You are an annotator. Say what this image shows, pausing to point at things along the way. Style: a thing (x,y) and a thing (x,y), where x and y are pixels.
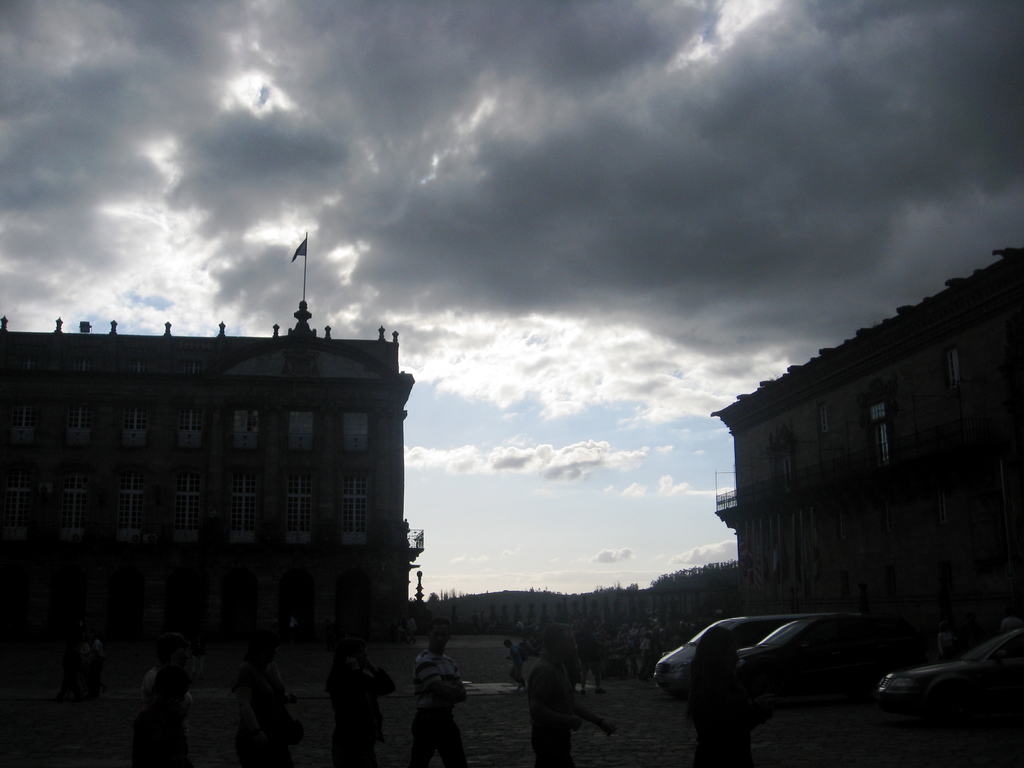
At the bottom (254,693) there are few persons (278,721) standing and vehicles (846,683) on the road (227,755). In the background (361,541) there are buildings (323,543), windows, flag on the building (292,341), trees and clouds (603,104) in the sky (492,128).
